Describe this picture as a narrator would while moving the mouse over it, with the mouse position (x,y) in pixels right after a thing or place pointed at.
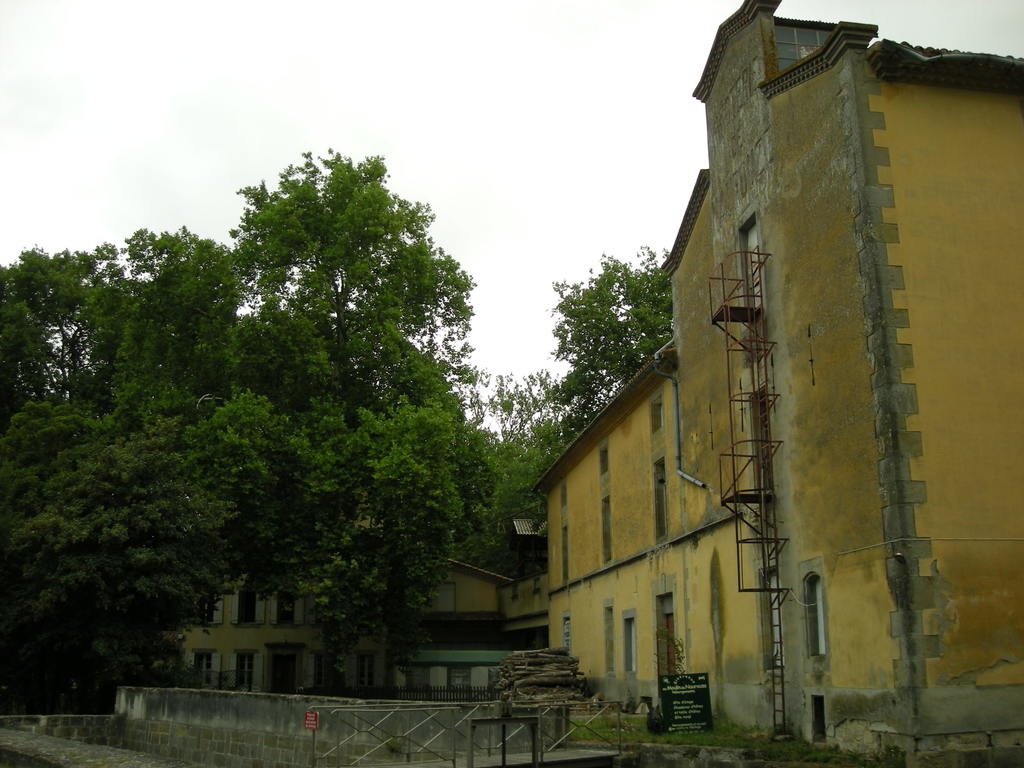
In this image we can see a few buildings (564,535), there are some windows (659,497), trees (282,435), wood sticks (536,670), fence (481,689), board (668,681) with some text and the wall (299,741), in the background (191,168) we can see the sky (188,167).
